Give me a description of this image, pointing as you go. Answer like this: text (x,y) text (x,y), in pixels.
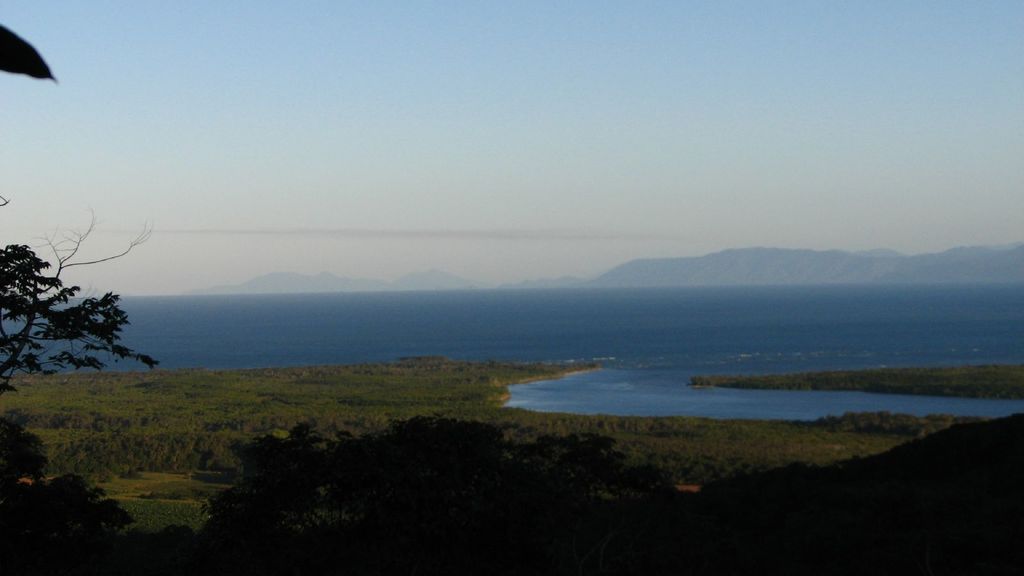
In this image I can see grass (290,379) and trees (236,401) in green color, at the back (607,314) I can see water (608,298) in blue color and sky (570,236) is in blue and white color.
